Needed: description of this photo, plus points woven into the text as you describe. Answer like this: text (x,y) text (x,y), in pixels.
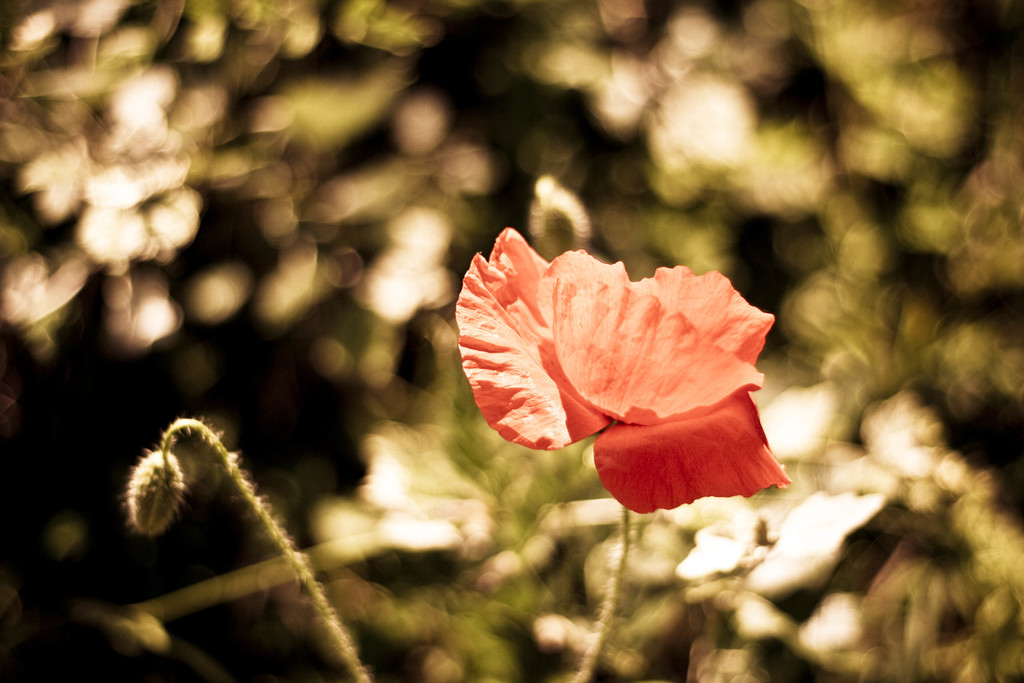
In this image we can see a red color flower (511,328), beside there is a bud (171,474), there are trees (407,183), there it is blurry.
